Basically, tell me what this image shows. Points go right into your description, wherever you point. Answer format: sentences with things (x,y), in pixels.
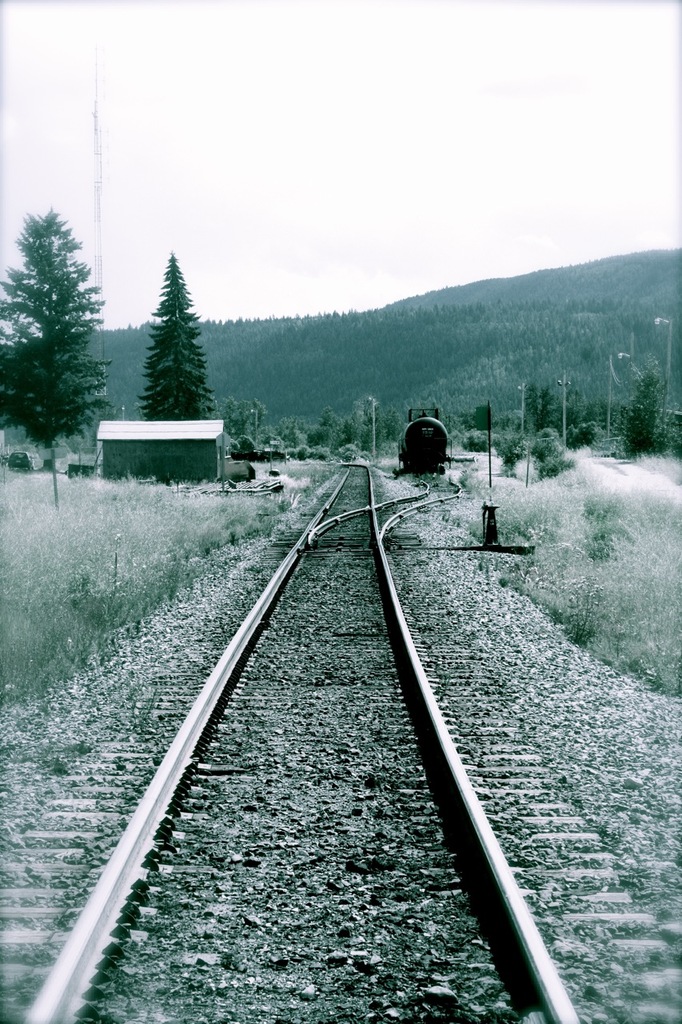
In this picture we can see a long railway track (382,1005) with bushes (206,558) and trees (17,359) on either side. Far away we can see mountains (318,398) and sky (108,296).
